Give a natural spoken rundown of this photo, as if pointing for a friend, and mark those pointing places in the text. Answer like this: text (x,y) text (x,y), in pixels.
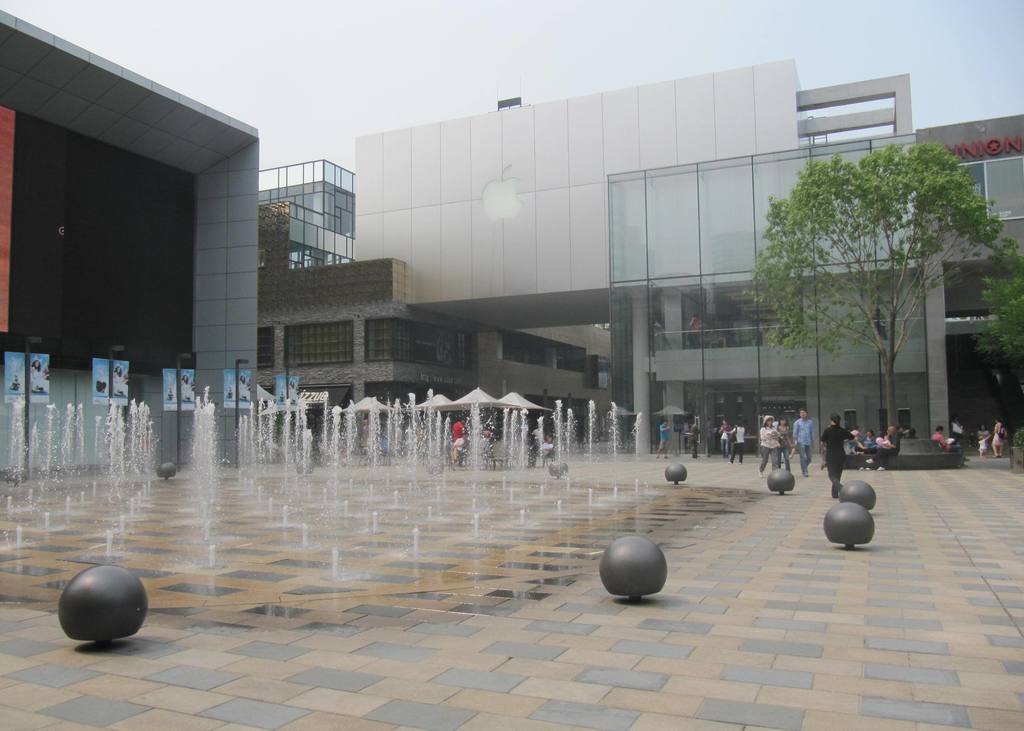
On the left side of this image (210,429) I can see the fountain (199,422). In the background (511,197) there is a building (236,258). On the right side (925,233) there are trees (873,337) and few people (771,440) are walking on the ground (894,524). At the top of the image (467,34) I can see the sky (682,36).
